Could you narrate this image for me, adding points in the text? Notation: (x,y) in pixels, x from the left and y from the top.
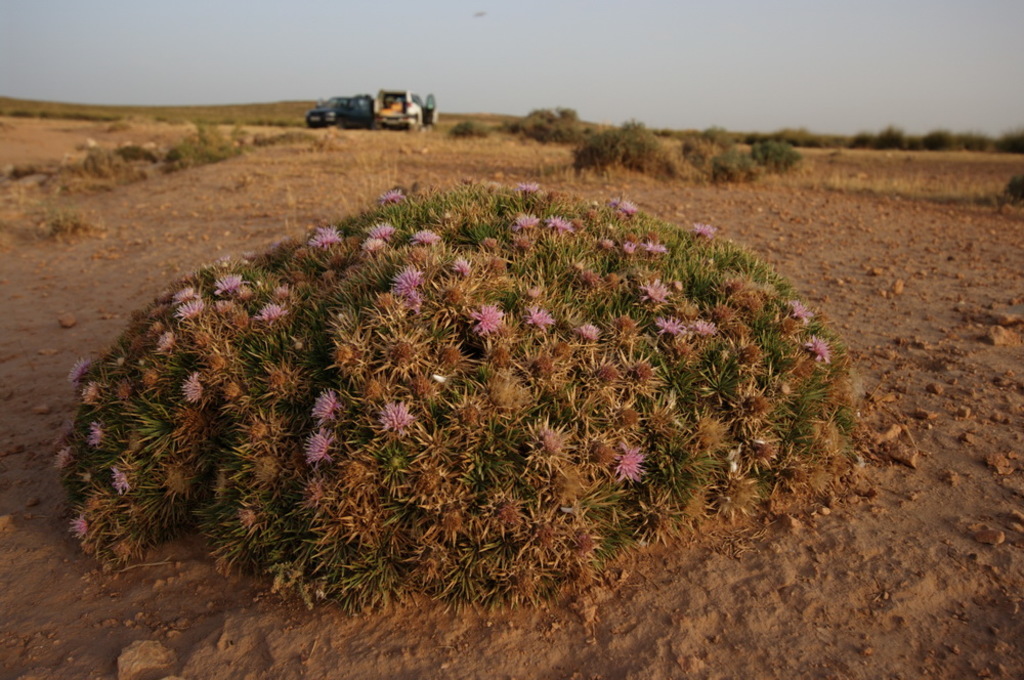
In this image in the center (617,282) there is a plant (274,477) and some flowers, at the bottom (693,547) there is sand (875,448) and in the background (799,225) there is vehicle (387,105) and some plants (1003,141) and sand (264,152). At the top (932,81) there is sky (418,85).
